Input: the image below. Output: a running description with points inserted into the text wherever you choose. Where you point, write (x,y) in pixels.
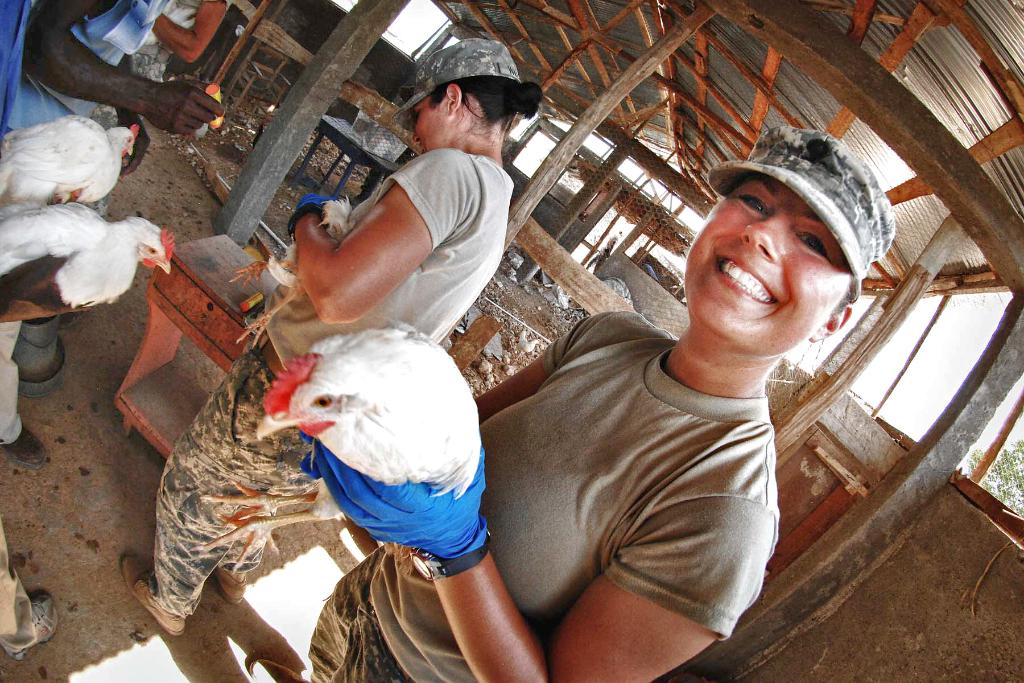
In this image I can see few people (486,432) standing and holding white and red color hens (421,409). Back I can see tables (243,295), wooden house (638,4) and few hens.
